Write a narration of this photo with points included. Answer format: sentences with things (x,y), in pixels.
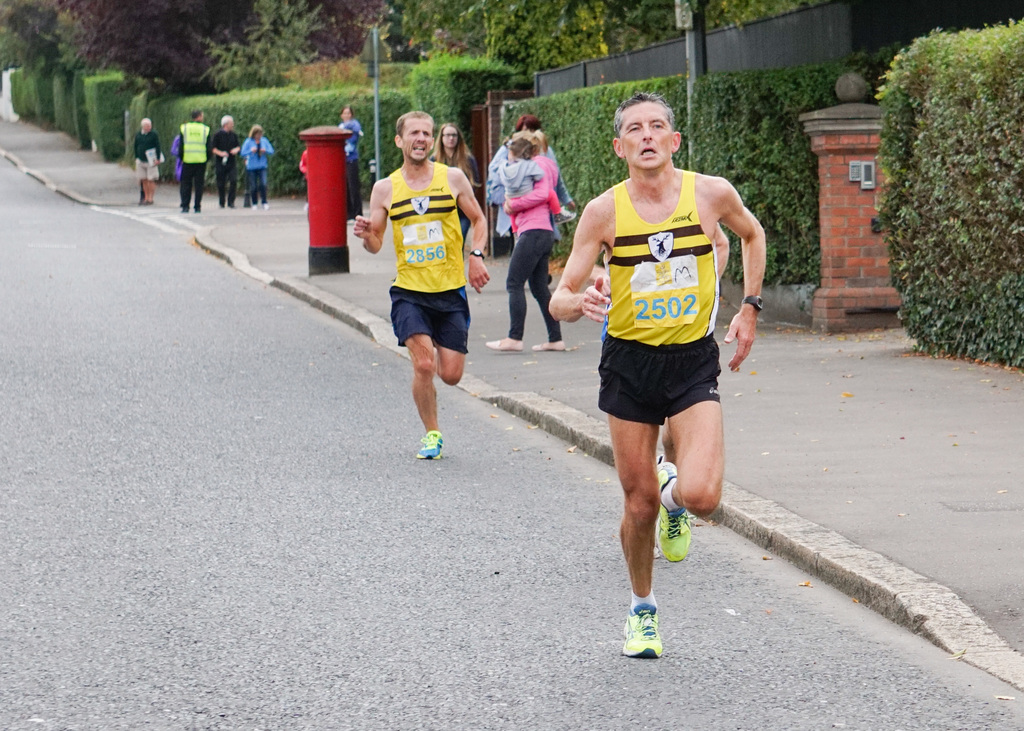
In this picture we can see two people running on the road (527,540) and in the background (1015,103) we can see a group of people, poles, plants (1005,117), trees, wall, post box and some objects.
